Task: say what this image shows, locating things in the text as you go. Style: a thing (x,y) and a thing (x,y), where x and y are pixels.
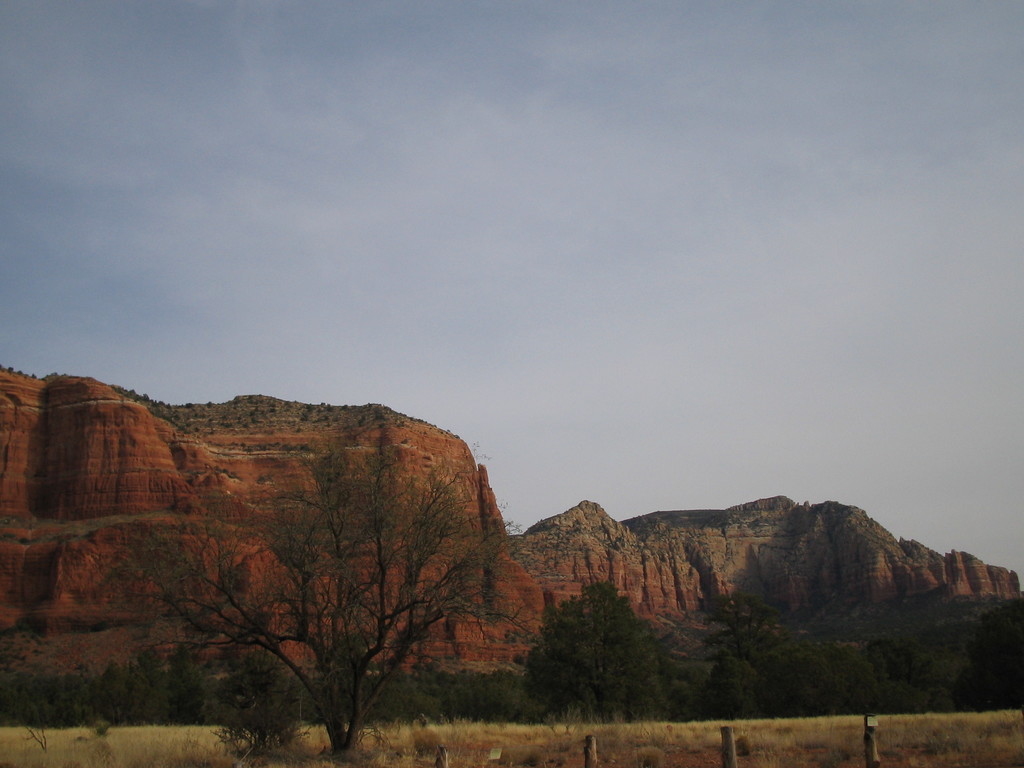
This is an outside view. At the bottom of the image (481,638) I can see the trees (315,620) and hills (294,458). At the top (568,115), I can see the sky (570,201).
